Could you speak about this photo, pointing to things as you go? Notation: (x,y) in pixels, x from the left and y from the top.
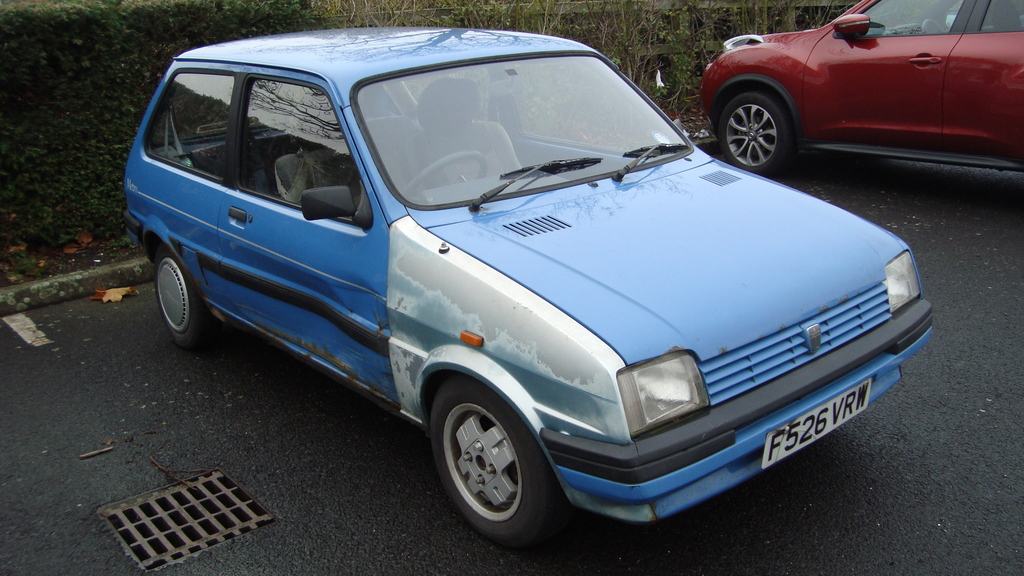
In this image I can see a red and blue color car (589,264) on the road (609,527). In the background (56,197) I can see plants (683,86) and grass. This image is taken on the road (435,488).
